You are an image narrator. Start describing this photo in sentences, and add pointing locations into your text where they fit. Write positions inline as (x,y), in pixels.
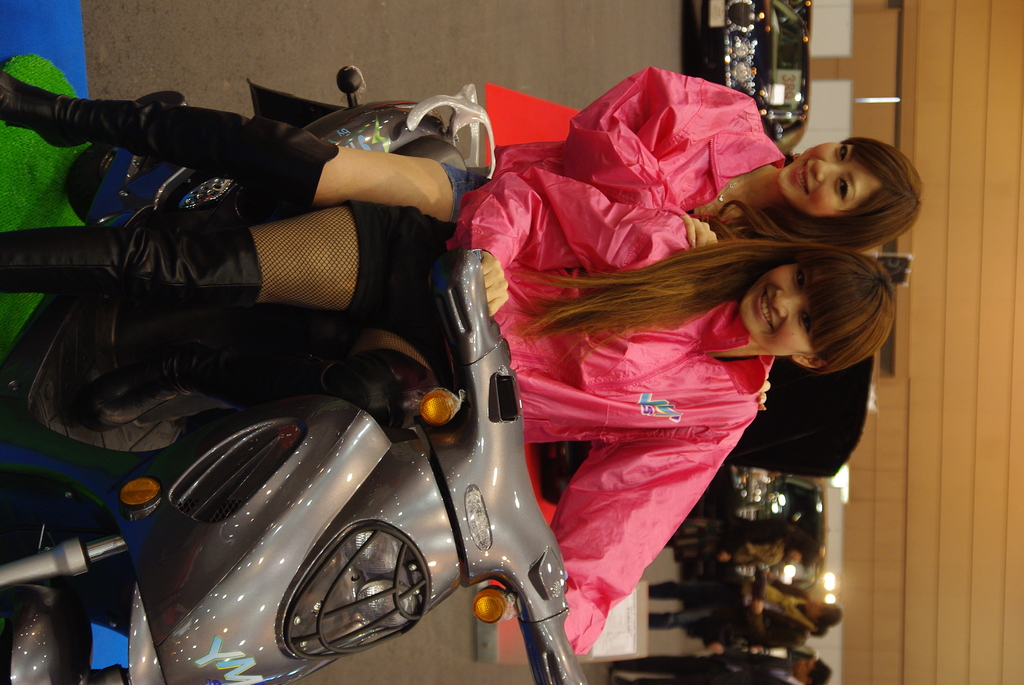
This image is rotated towards the right hand side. In this image I can see two women (641,85) sitting on a bike (157,451). I can see some other people (778,623) behind them and some vehicles (730,5). The background (635,39) is blurred.
